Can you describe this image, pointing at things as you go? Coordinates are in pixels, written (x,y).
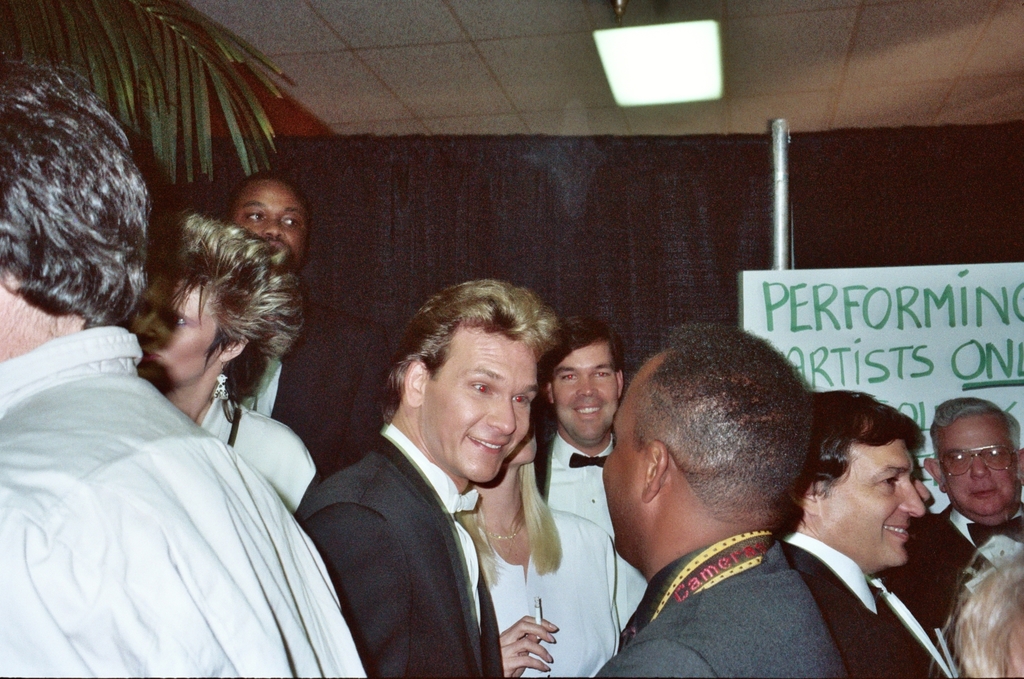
In this image I see number of people (431,383) in which these 3 men (841,509) are smiling and I see a board (818,361) over here on which there is something written and it is black over here and I see this light (703,67) on the ceiling (563,54) and I see the green leaves (135,62) over here.
